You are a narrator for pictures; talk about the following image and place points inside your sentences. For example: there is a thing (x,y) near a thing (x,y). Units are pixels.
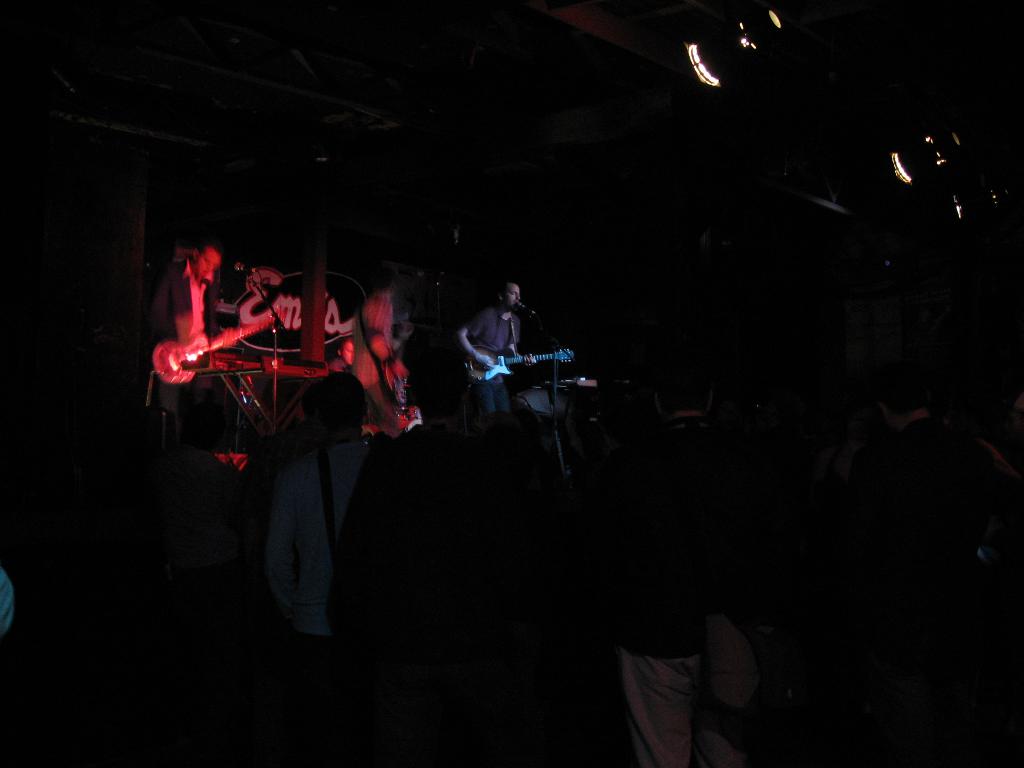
In this image I can see group of people (421,541) standing. In front of them there are people (492,390) holding the musical instruments (467,370) and standing front of the mic (555,422).
